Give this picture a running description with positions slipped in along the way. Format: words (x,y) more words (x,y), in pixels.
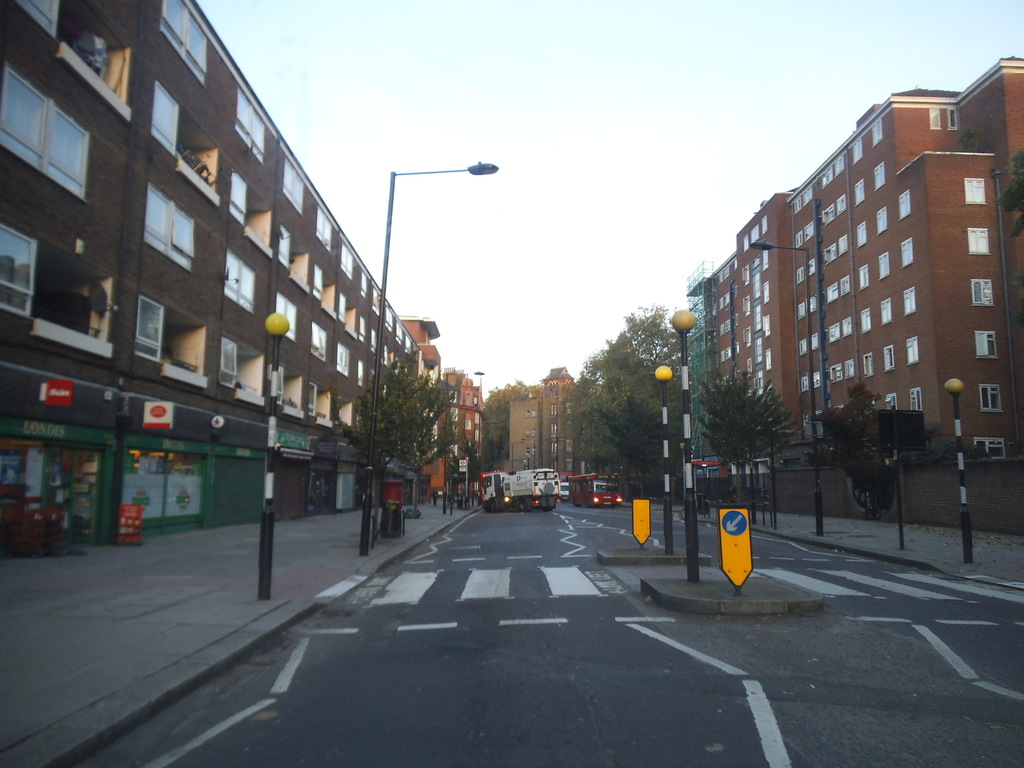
This picture is clicked outside. In the foreground (317,672) we can see the concrete road (777,706) and the zebra crossing (913,594) and we can see the lamp posts (678,322) and the poles (696,507). On both the sides we can see the sidewalks (945,539) and the trees (752,418) and the buildings (49,380). In the background (555,209) we can see the sky (528,380), trees (589,410), buildings (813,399) and the vehicles (533,501) seems to be running on the road (537,521). On the left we can see a person like thing (459,492) and we can see some other objects (459,479). On the left (289,444) we can see the text (303,444) on the boards (165,412) which are attached to the building (122,397).
